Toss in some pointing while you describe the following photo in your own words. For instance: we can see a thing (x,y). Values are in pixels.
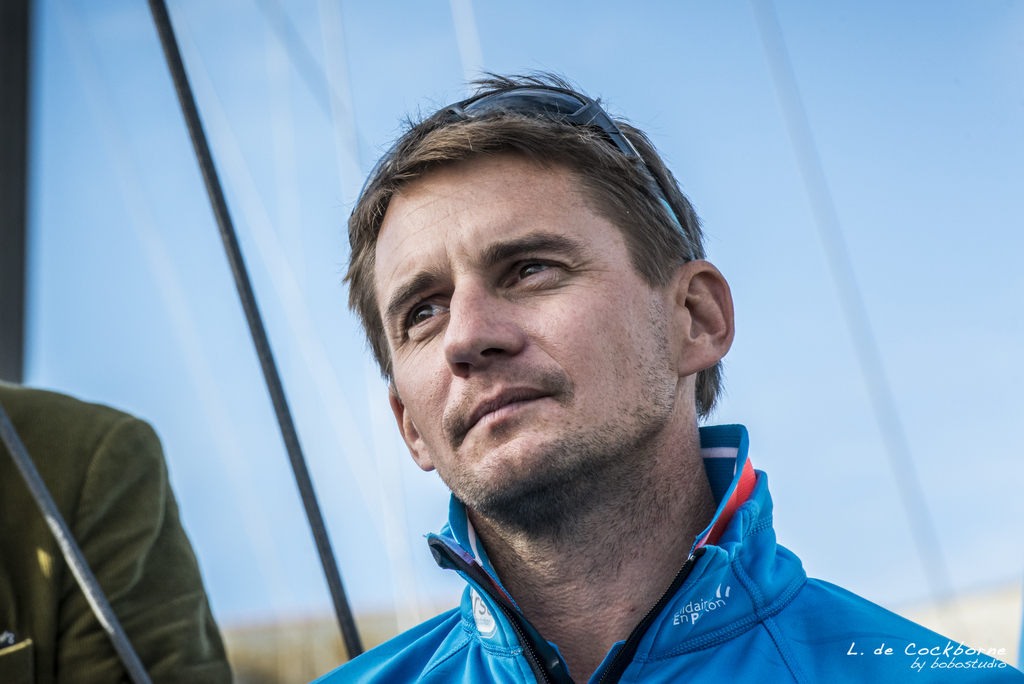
In this image we can see few people (865,664). There are few ropes (823,197) in the image. We can see the sky (861,178) in the image. There is some text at the bottom of the image (943,660).
